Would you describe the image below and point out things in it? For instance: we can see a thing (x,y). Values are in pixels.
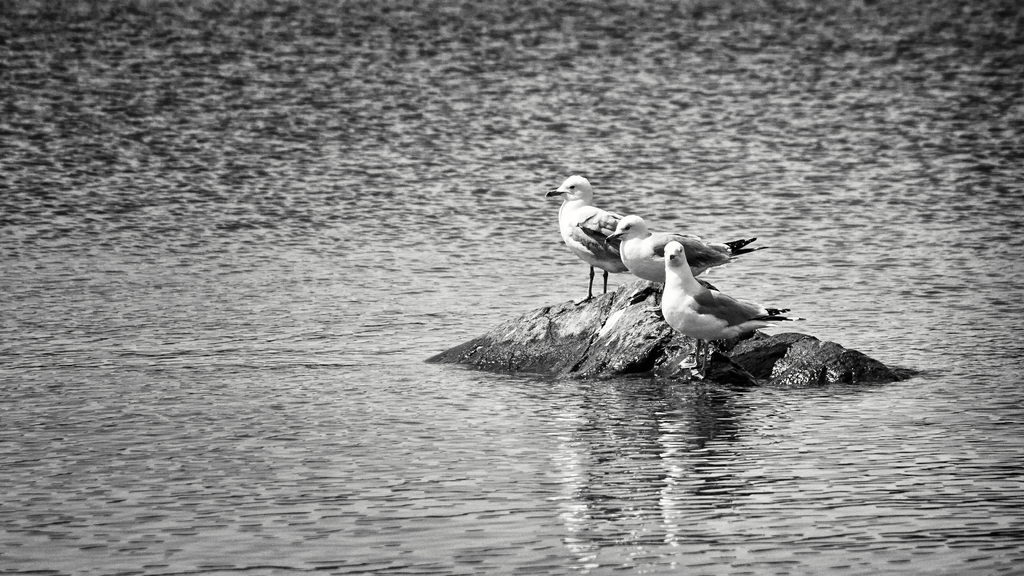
In this image we can see some birds (623,257) which are on the stone (613,350) in the middle of water (921,422) and in the background of the image (486,250) we can see water (448,173).
